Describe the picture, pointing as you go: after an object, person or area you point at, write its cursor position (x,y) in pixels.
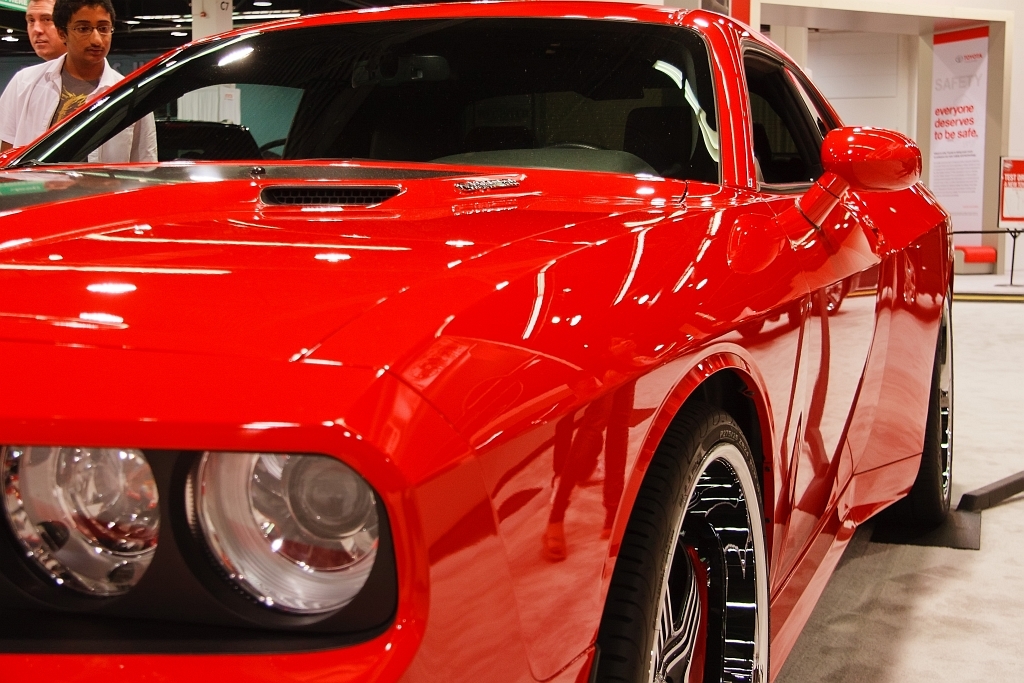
In this image I can see a red color car (607,191) and I can see two persons (45,16) standing in the top left corner (100,2). I can see some lights (169,17) behind them I can see a banner (940,84) and a board (1007,166) with some text (958,121) in the top right corner (949,74).
